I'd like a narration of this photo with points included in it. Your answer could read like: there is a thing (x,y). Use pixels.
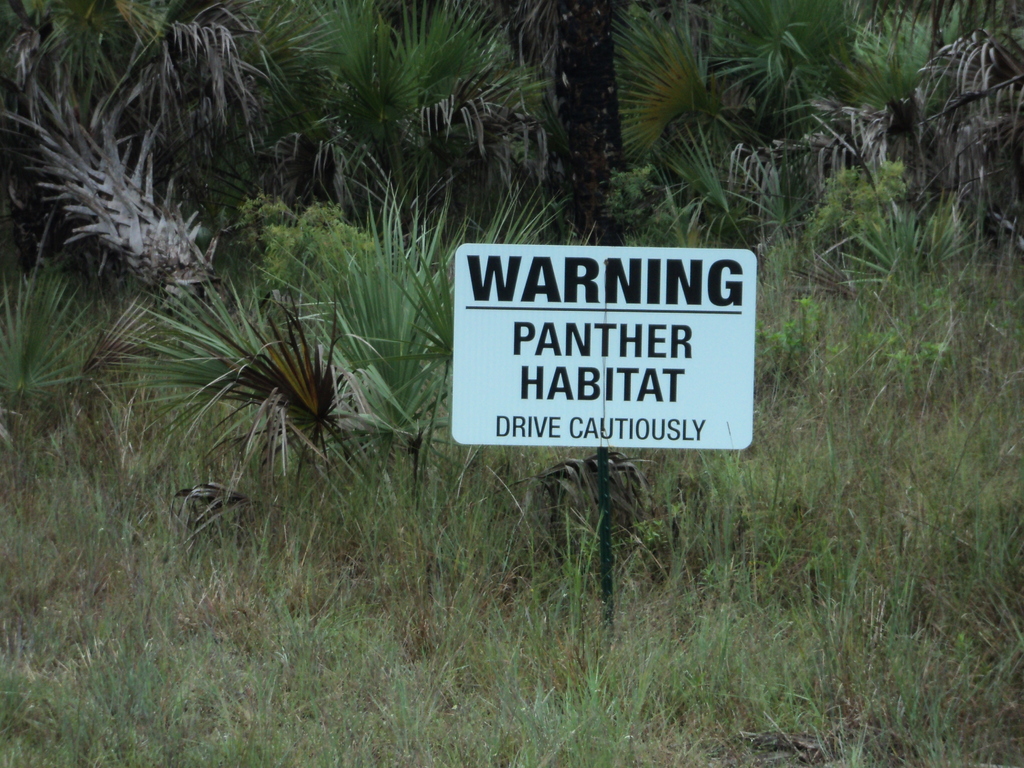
In this picture there is a warning board (636,277) in the center of the image (650,312) and there are plants (623,460) around the area of the image.
